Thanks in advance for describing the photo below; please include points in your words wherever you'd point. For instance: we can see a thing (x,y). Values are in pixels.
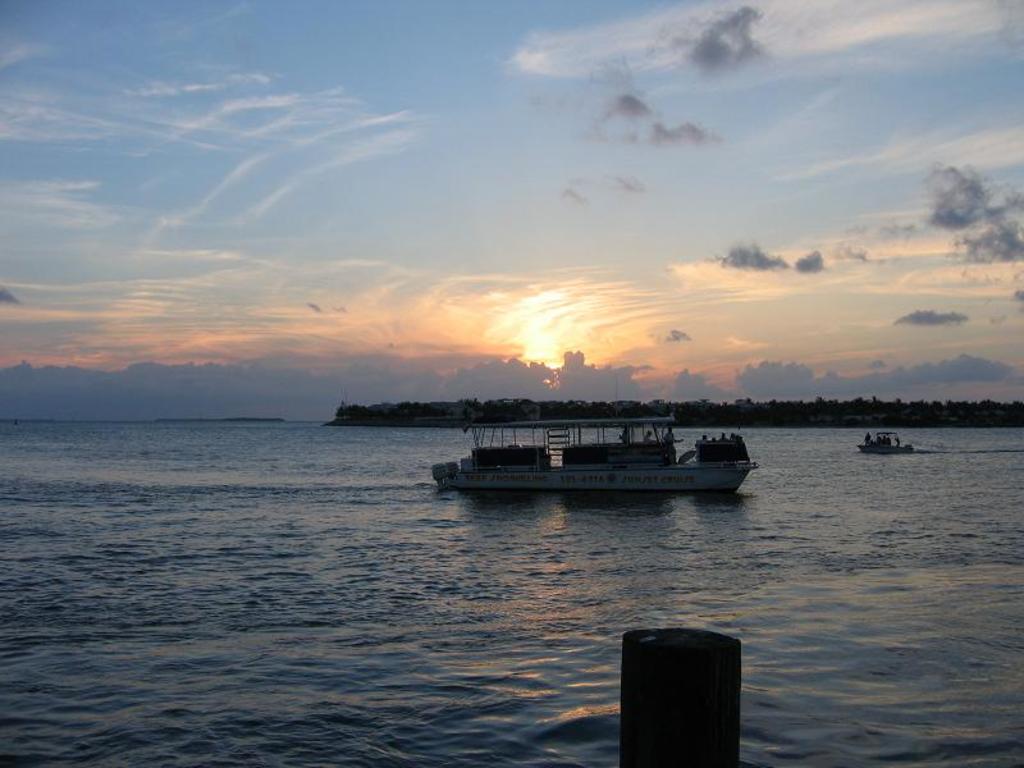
This picture is clicked outside. In the foreground (495,478) we can see a boat (735,472) and some other objects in the water body (534,585). In the background (648,109) we can see the sky (546,107), sunlight (547,346), trees (553,404) and some other objects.
